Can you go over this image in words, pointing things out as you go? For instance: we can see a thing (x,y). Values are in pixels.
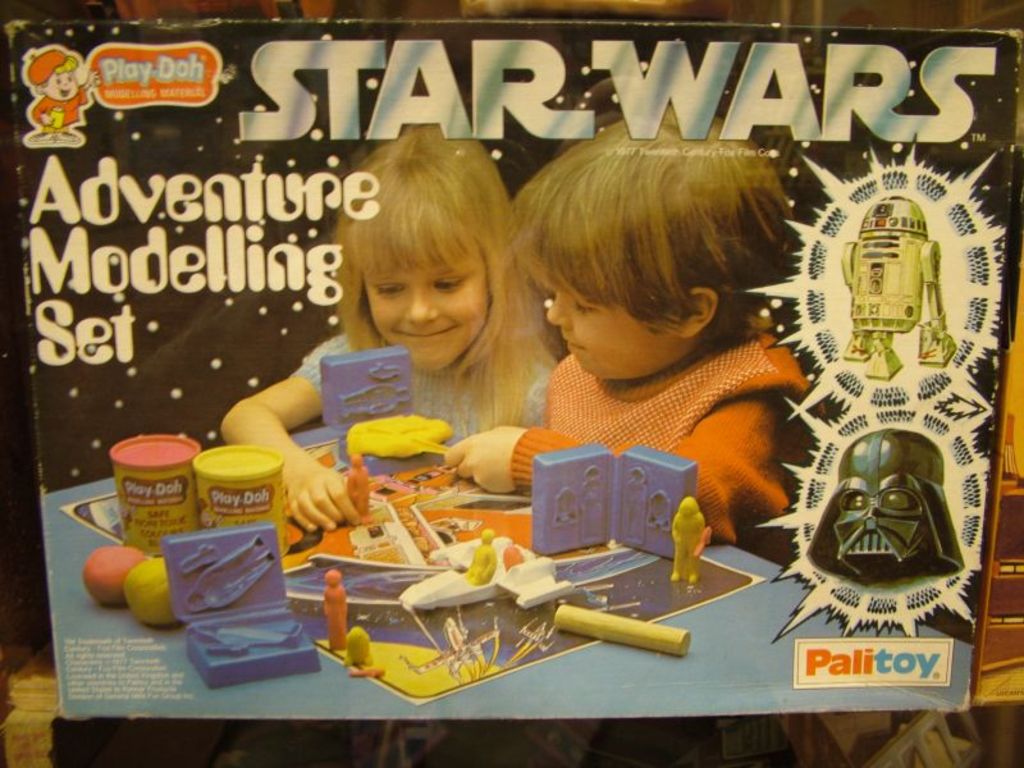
In this picture we can see box (653,150). On the box (541,166) we can see two persons (491,473) playing with toys (342,619).
